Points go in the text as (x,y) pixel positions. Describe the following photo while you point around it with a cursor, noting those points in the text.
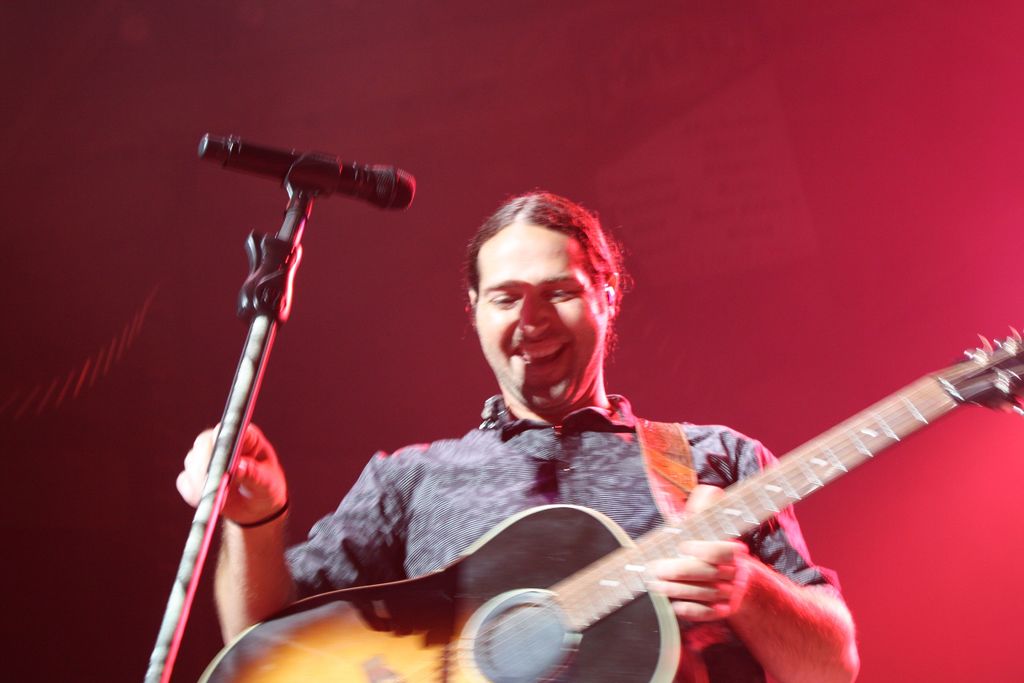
This man (517,277) is holding a guitar (439,655) and mic holder (235,437) with mic (379,181). This man (516,275) holds smile (545,346).
